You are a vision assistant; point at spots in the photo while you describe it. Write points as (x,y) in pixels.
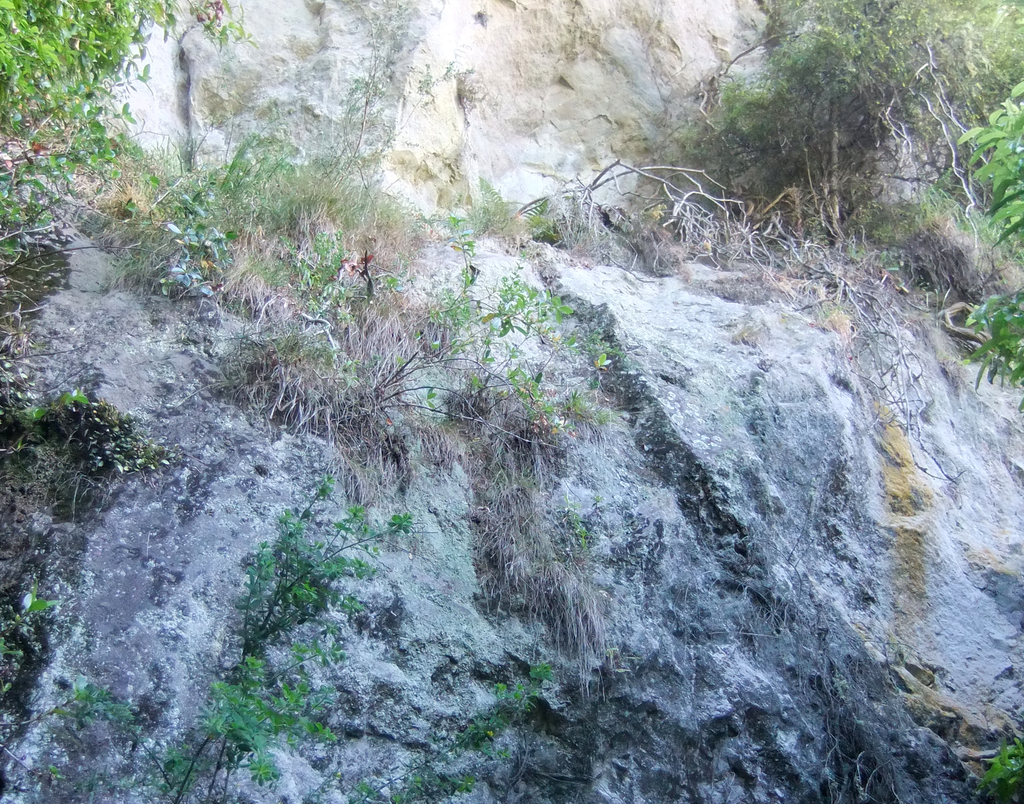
In this picture I can see plants (828,261) and trees (836,193) on the rocks (193,625).
